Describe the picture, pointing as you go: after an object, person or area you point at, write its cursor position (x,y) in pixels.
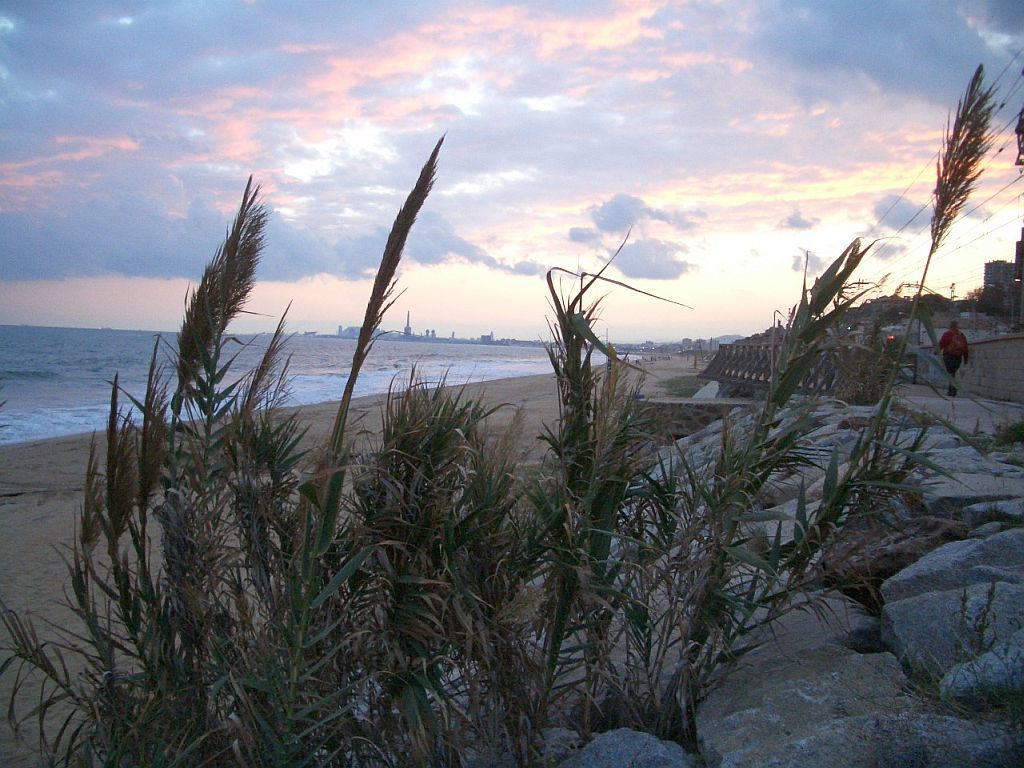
In the foreground of the picture (453,475) there are plants (629,573) and stones (946,489). On the left (73,365) there is a water body (83,382) and sand (41,531). On the right (1002,280) there are buildings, railing (838,369) and a person (949,364) walking. In the background (693,347) there are buildings (520,341). At the top (270,141) it is sky (360,84), sky (503,152) is partially cloudy.
